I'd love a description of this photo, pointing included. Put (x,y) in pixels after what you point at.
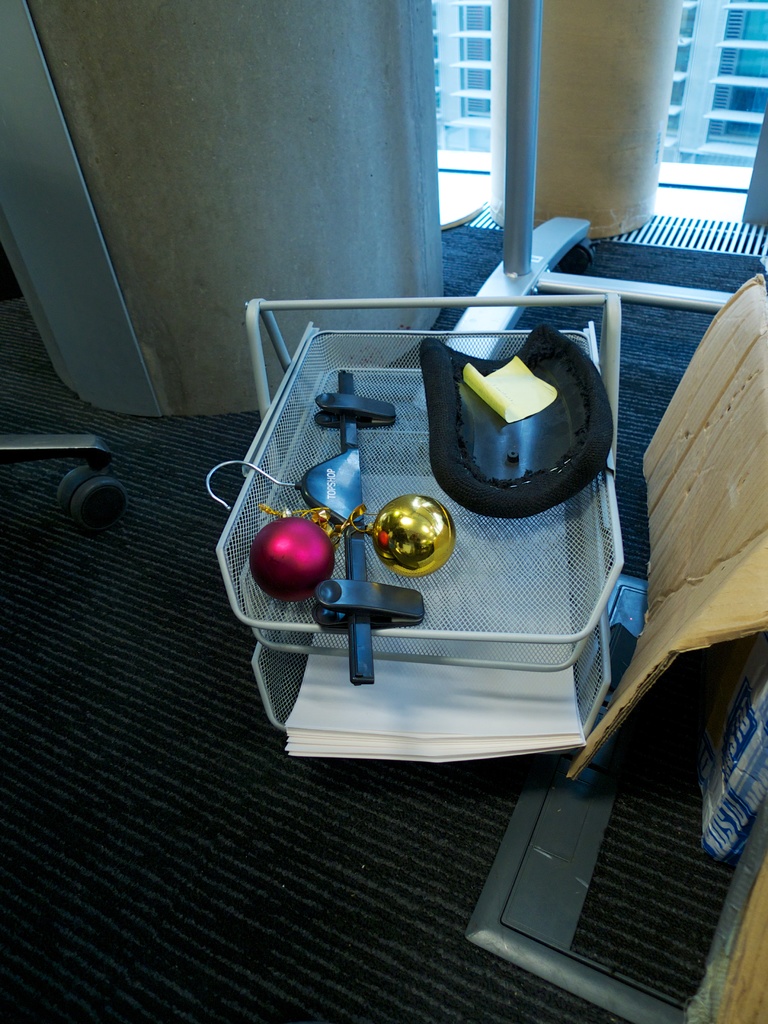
Here in this picture, in the front (423,471) we can see some things (355,480) present in a metal stand (381,480), which is present on the floor (240,699) and behind that we can see pillars (363,21) present and beside that we can see a card board piece (747,600) present and in the far we can see glass windows (460,60), through which we can see other buildings (708,35) outside.
